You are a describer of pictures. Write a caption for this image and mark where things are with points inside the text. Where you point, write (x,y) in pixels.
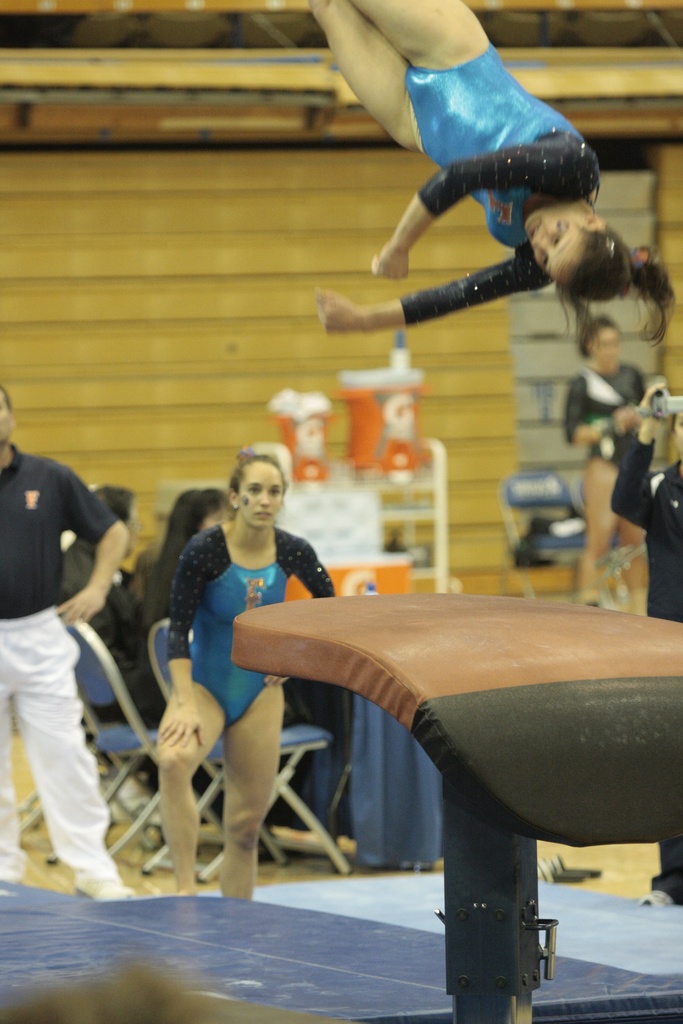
In this image in the middle (232,575), there is a woman (233,575), she wears a leotard (226,589). On the left (46,601) there is a man (42,657), he wears a t shirt (56,560), trouser (73,794), shoes (107,885). On the right (648,517) there is a woman (638,499), she wears a t shirt (659,525), trouser (679,888) and shoes (658,895). At the bottom (460,749) there is a vaulting table (461,730). At the top (372,330) there is a woman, she wears a leotard (509,132). In the background (444,233) there are some people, chairs (129,749), table (386,756), cloth (374,784) and wall (229,339).
